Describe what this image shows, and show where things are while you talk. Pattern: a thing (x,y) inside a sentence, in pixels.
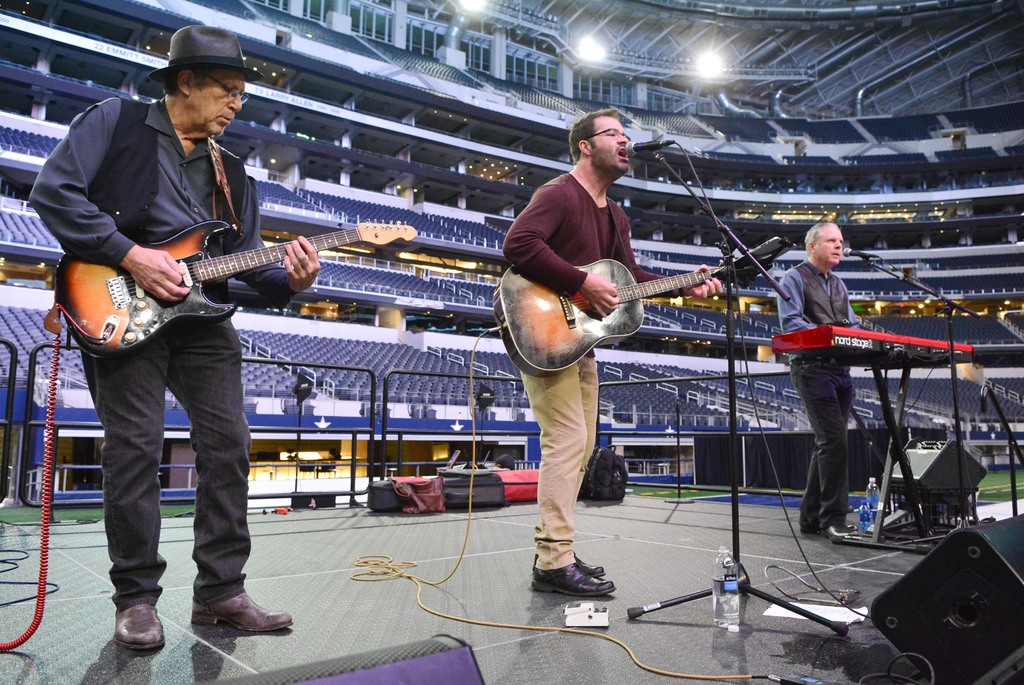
This picture describes about three musicians (181,388), the left person (263,287) is playing guitar (111,339), the middle person (524,263) is singing and playing guitar (561,362) with the help of microphone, and the right side person (830,309) is playing keyboard (865,348) in front of microphone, in front of them we can find couple of bottles (878,497) and speakers (925,596), in the background (516,478) we can see baggage (427,483), metal rods (453,433), couple of seats (414,355) and couple of lights (708,65).
